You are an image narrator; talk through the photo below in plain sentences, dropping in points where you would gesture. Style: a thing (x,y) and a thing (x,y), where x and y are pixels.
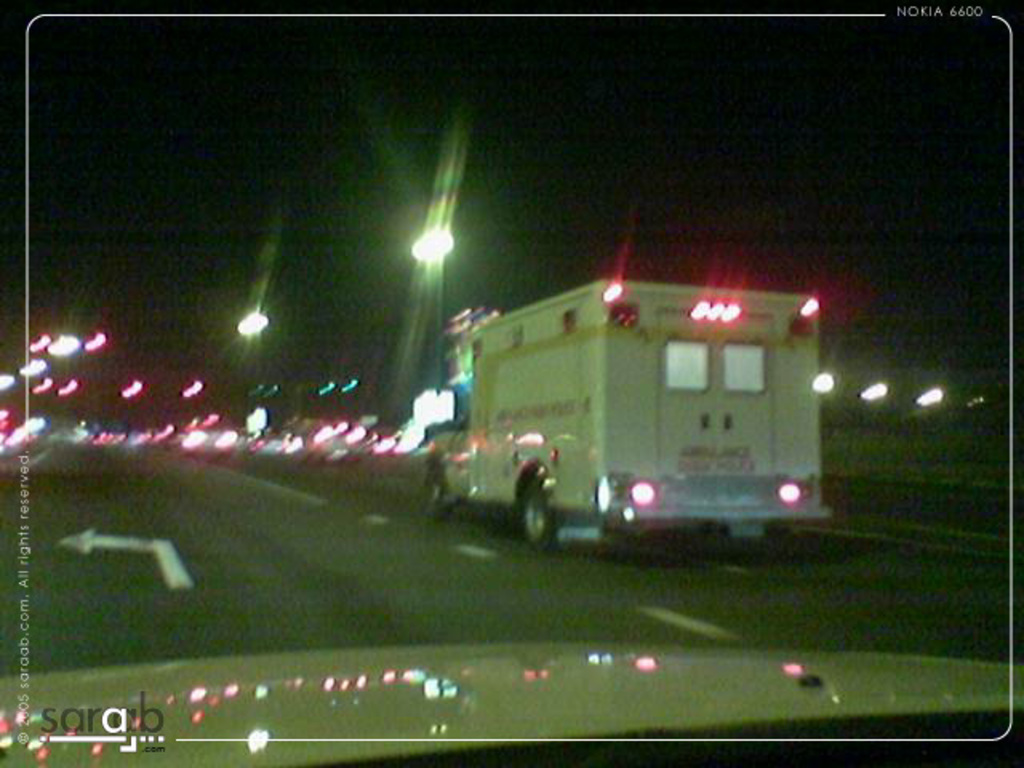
In this image I can see vehicles (622,470) on the road (365,474). On the road (365,474) I can see some white color lines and signs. Here I can see some lights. The background of the image (331,226) is dark.
